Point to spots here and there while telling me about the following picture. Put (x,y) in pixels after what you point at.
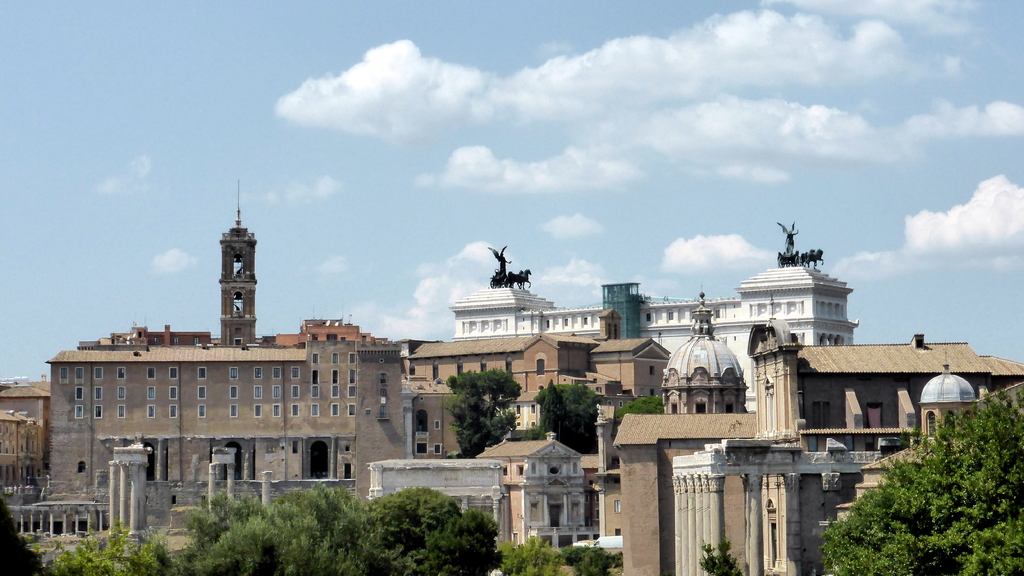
This image is taken outdoors. At the top of the image (239,118) there is the sky (185,216) with clouds (583,92). In the middle of the image (354,328) there are many buildings (290,370) and a few architectures (494,334). There is a tower (222,244) and there are two statues (502,266) of horses (813,249) and persons (792,249). There are many trees (365,542) with leaves (479,423), stems (934,538) and branches (934,538).
